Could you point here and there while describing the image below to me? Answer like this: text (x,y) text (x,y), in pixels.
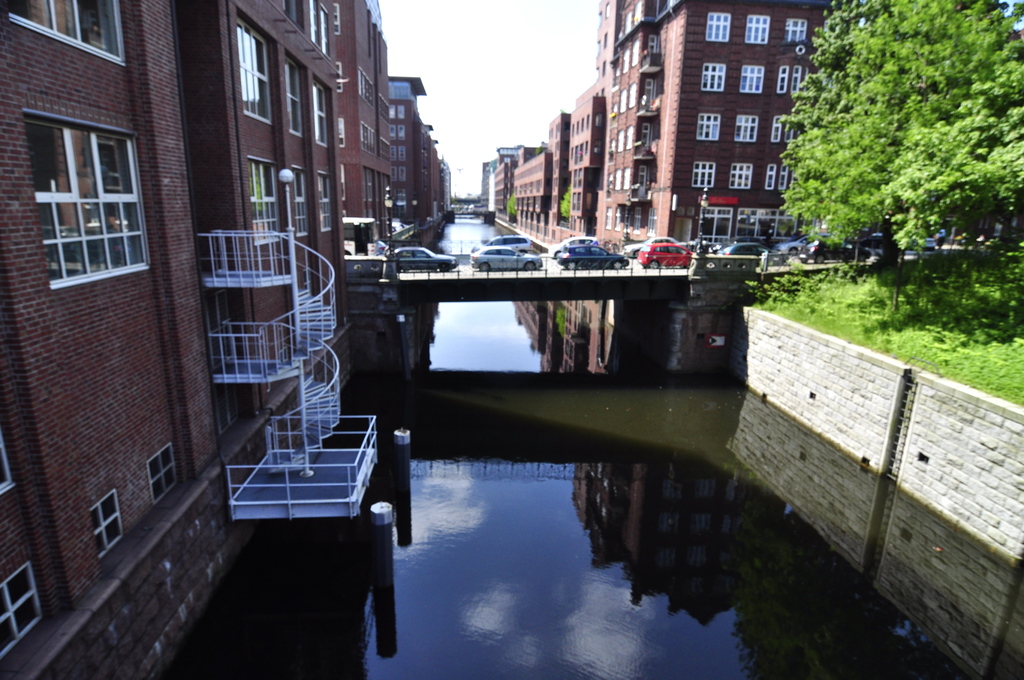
In this image I can see few buildings (366,12) in brown and white color, I can also see few stairs (270,432), light poles (288,230). Background (446,234) I can see a bridge (507,273) and I can also see few vehicles (613,261) on the bridge (712,275), trees (816,133) in green color, water (547,506), and the sky (506,117) is white color.
